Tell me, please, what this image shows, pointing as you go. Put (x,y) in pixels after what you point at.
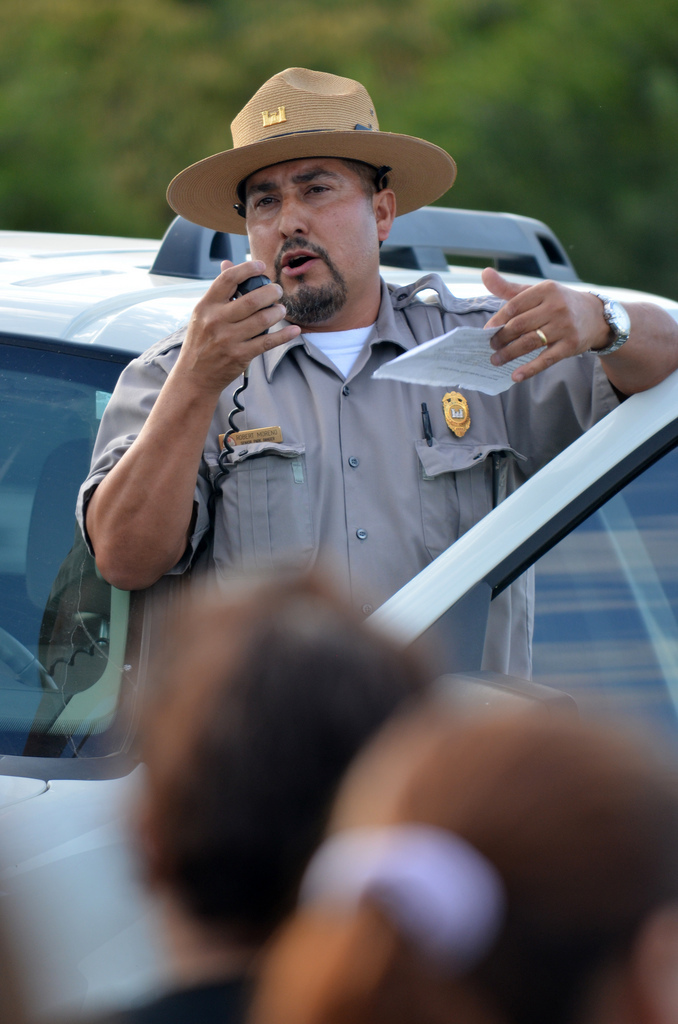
In this picture there are people (661,995), among them there's a man (480,307) holding a paper (455,363) and device (244,370) and we can see vehicle (608,645). In the background of the image (551,89) it is blurry.
